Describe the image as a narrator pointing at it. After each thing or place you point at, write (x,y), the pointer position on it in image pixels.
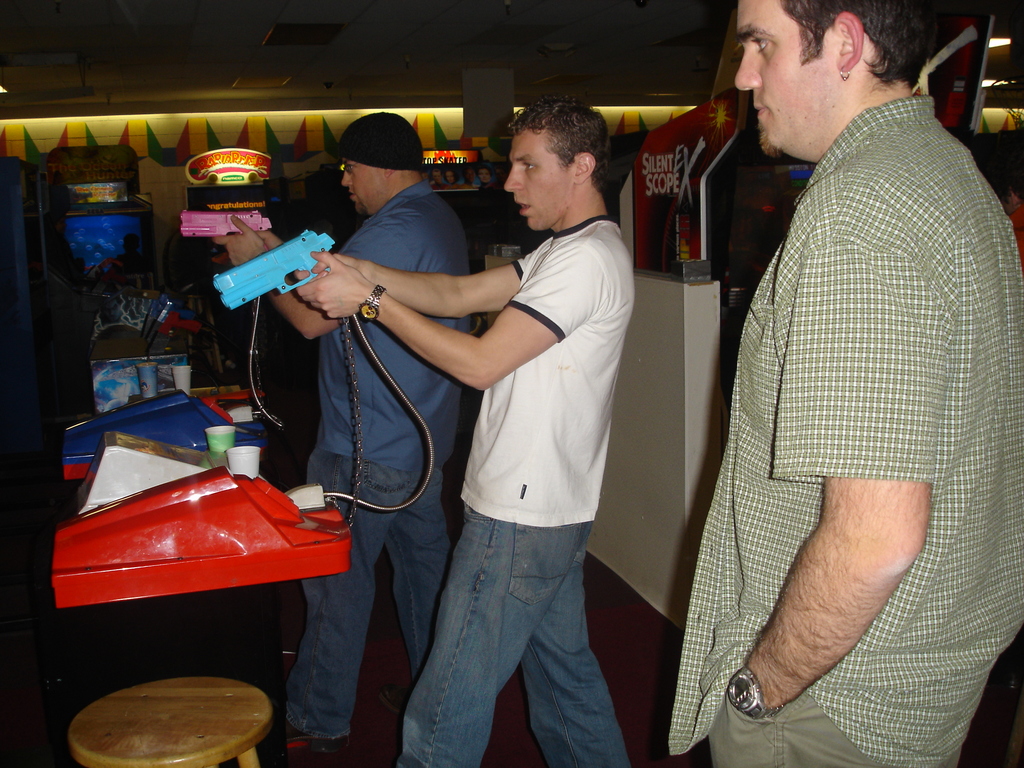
In this image we can see a few people (601,369), two of them are holding guns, there are glasses (252,454) on the tables (105,440), there are boards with text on them, there are screens (124,233), also we can see the wall (419,115) with design (437,137) on it.
